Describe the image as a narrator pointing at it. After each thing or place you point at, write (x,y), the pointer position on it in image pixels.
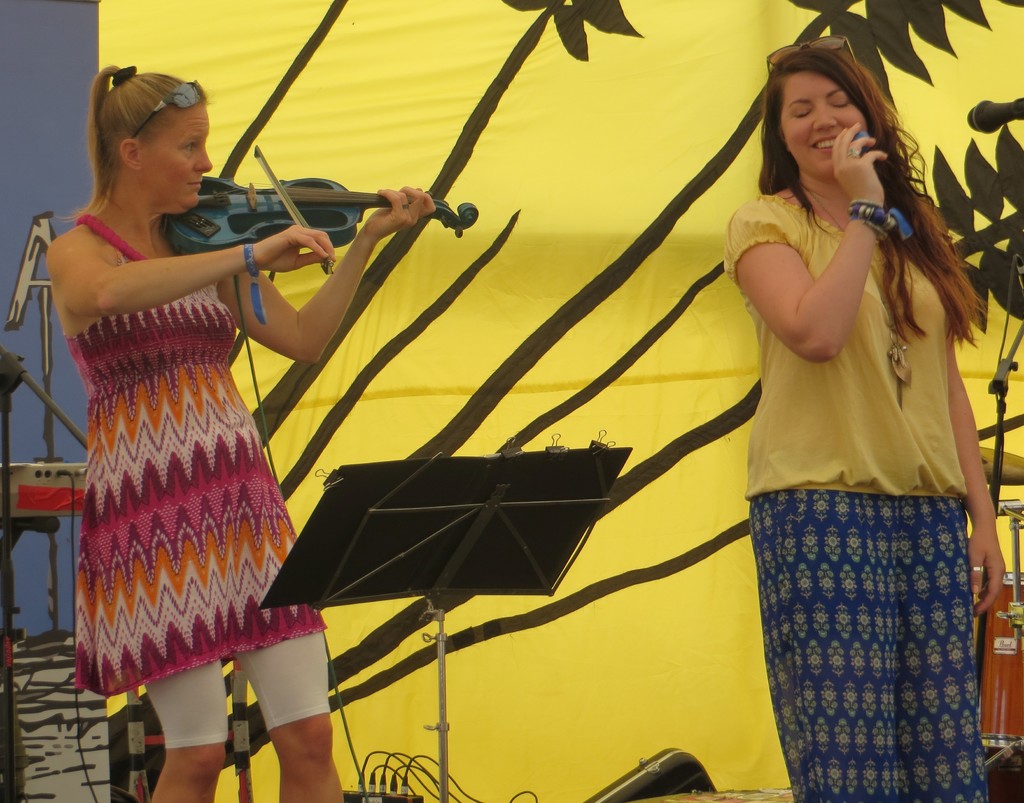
In this picture we can see two women (923,549) on a platform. One women (146,270) is playing a violin (327,221) and at the right side of the picture (818,148) we can see a woman (840,220) standing and smiling. This is a music stand (461,541). On the background (594,82) it is decorated with yellow and black colour cloth (592,88). This is a mike (994,105).
